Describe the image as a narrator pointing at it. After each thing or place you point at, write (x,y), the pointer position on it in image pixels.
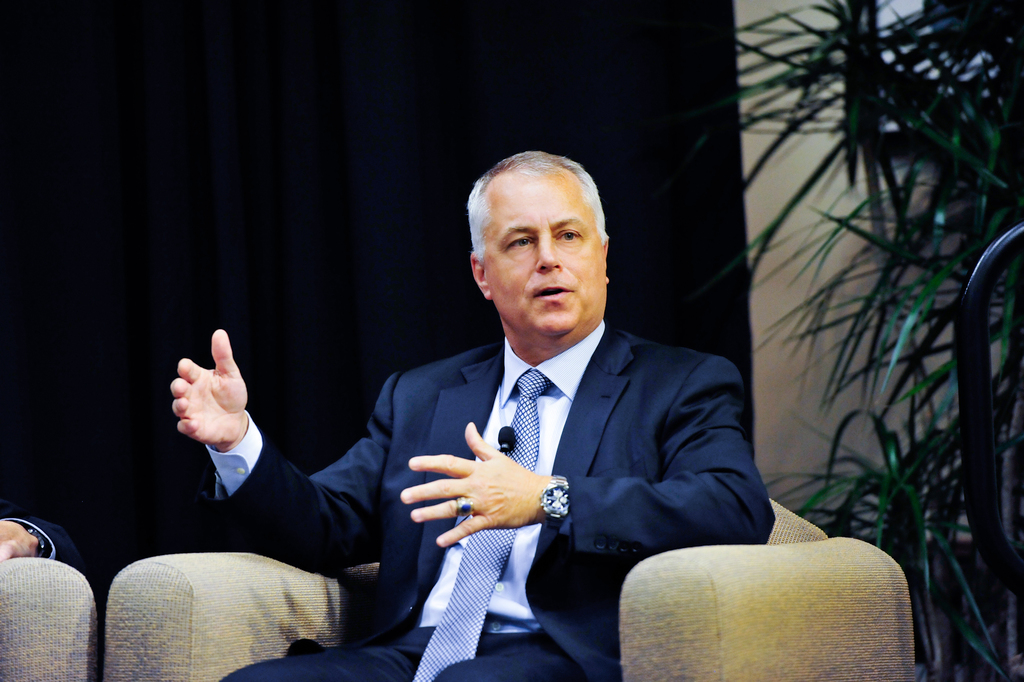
In the picture I can see a man (537,530) sitting on a chair (725,627). The man (530,587) is wearing a tie (518,421), a shirt (432,612), a coat (364,487) and a watch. In the background (906,314) I can see a plant (901,288) and some other objects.
